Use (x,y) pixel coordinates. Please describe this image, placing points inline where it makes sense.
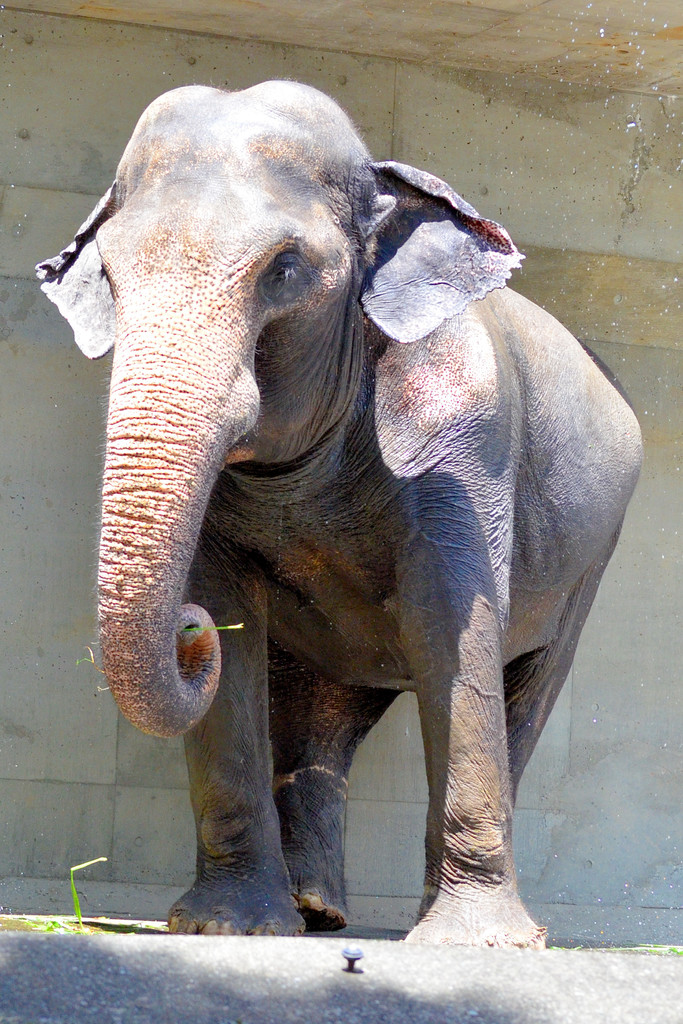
In this image I can see an elephant (167,370) is standing in the front (535,378) and on the top right side of the image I can see number of water drops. On the bottom left side of the image (39,922) I can see grass (77,915).
